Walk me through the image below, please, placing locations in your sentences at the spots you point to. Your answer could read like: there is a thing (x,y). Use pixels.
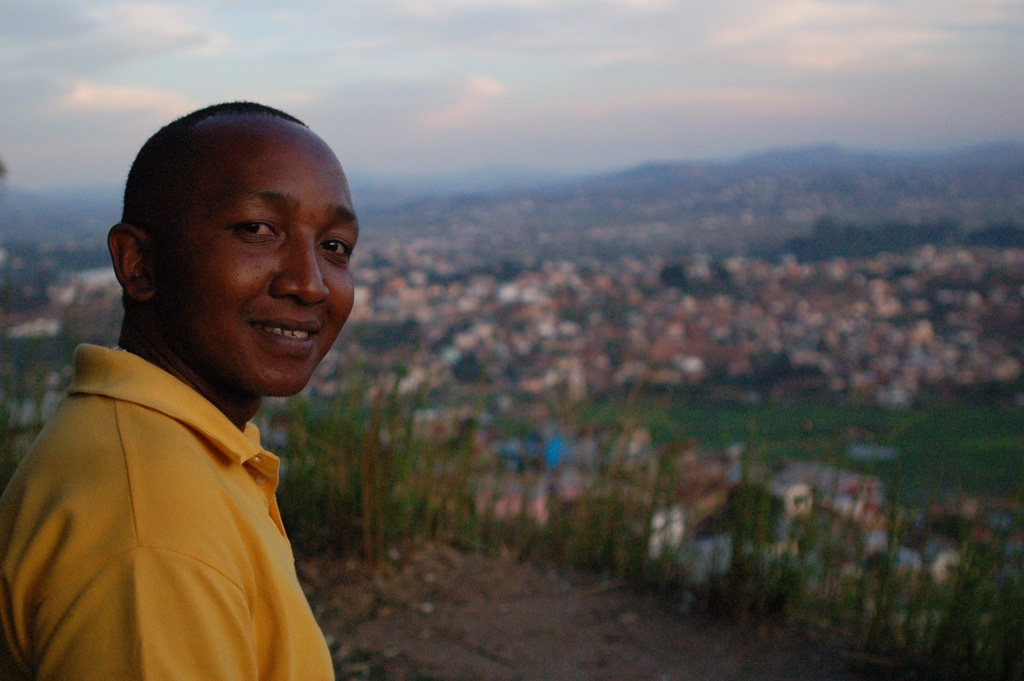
In this image I can see a man (60,622) and I can see smile on his face (296,355), I can also see he is wearing yellow colour t shirt (178,423). In the background (923,280) I can see number of buildings (592,353), clouds (599,41), the sky (549,95) and I can see this image is little bit blurry from background (713,59).
